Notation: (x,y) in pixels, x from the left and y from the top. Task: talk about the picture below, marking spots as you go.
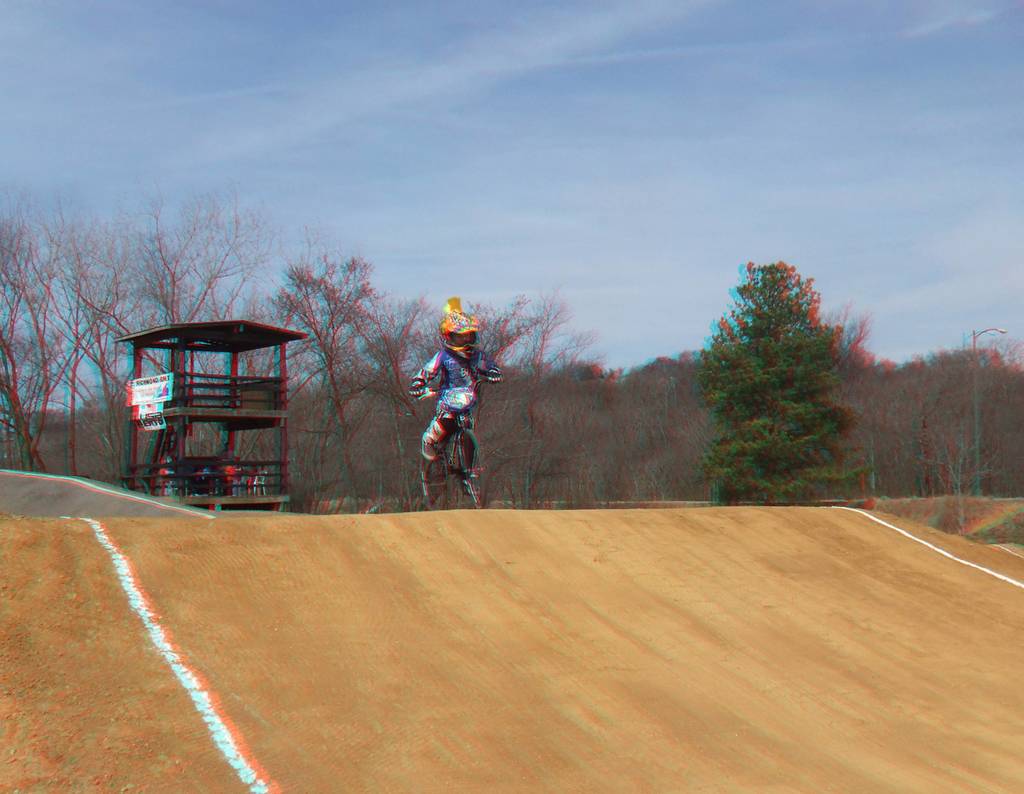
In the foreground of this image (358,684), on the path (484,563), there is a boy (461,366) riding cycle (459,462). In the background (226,446), there is a shelter (210,390), few trees (769,390), sky (913,350) and the cloud (523,64).
